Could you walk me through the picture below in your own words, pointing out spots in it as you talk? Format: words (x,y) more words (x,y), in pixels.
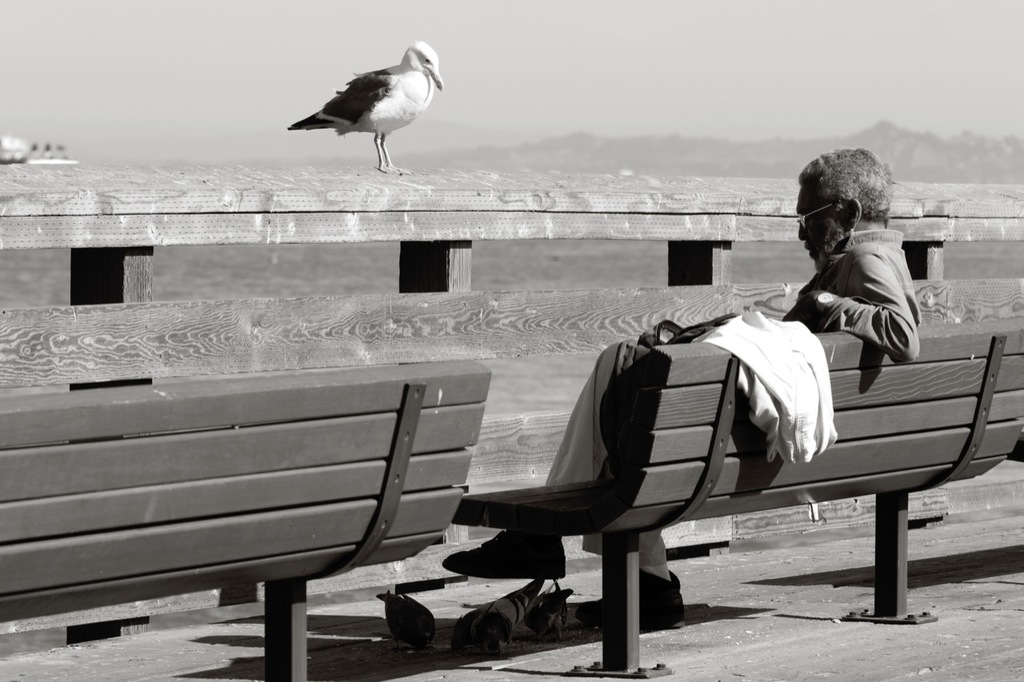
A black and white picture. On this fence (347,210) there is a bird (407,101). A person (847,192) is sitting on this bench (716,381), on this bench (685,451) there is a jacket (754,317). On floor (344,617) there are birds (500,615).
